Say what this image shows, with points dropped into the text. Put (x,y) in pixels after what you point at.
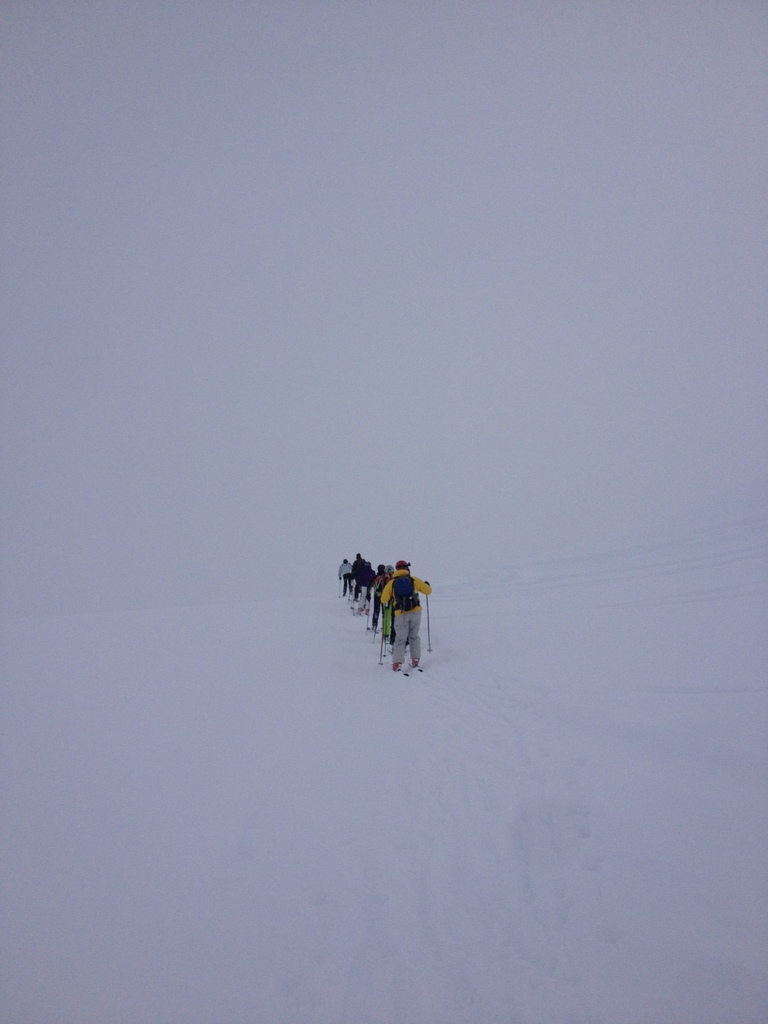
In the center of the image (385,580) we can see the people (371,583) skiing on the snow (423,666).
